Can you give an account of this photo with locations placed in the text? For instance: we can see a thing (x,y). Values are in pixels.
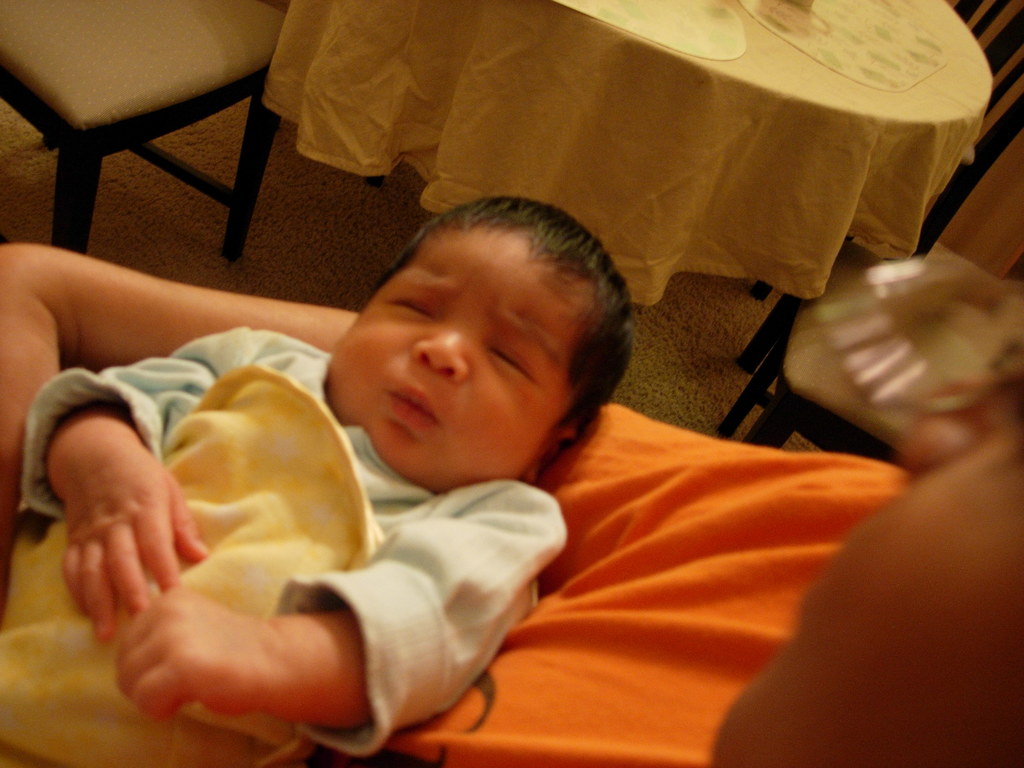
In this picture we can see a baby (179,518) and in the background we can see the floor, table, chair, cloth (616,555) and some objects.
